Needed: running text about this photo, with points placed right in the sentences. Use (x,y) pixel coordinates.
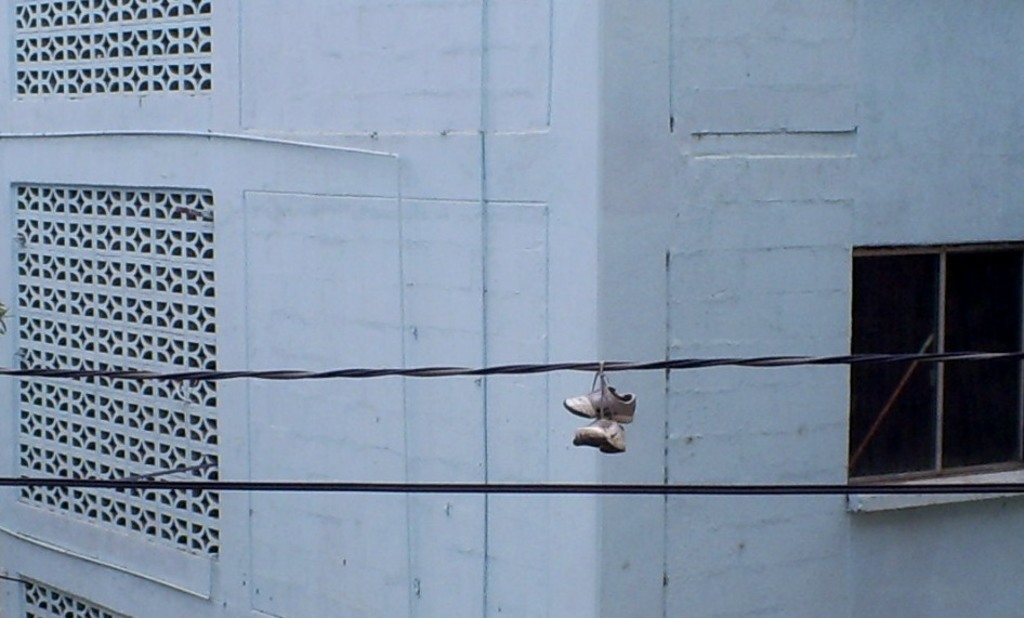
There is a pair of shoes (599,408) are hanging to a electrical wire (20,371) as we can see in the middle of this image (581,370). There is a light blue color wall (471,285) in the background (634,229). There is a window (915,320) on the right side of this image (919,372).
